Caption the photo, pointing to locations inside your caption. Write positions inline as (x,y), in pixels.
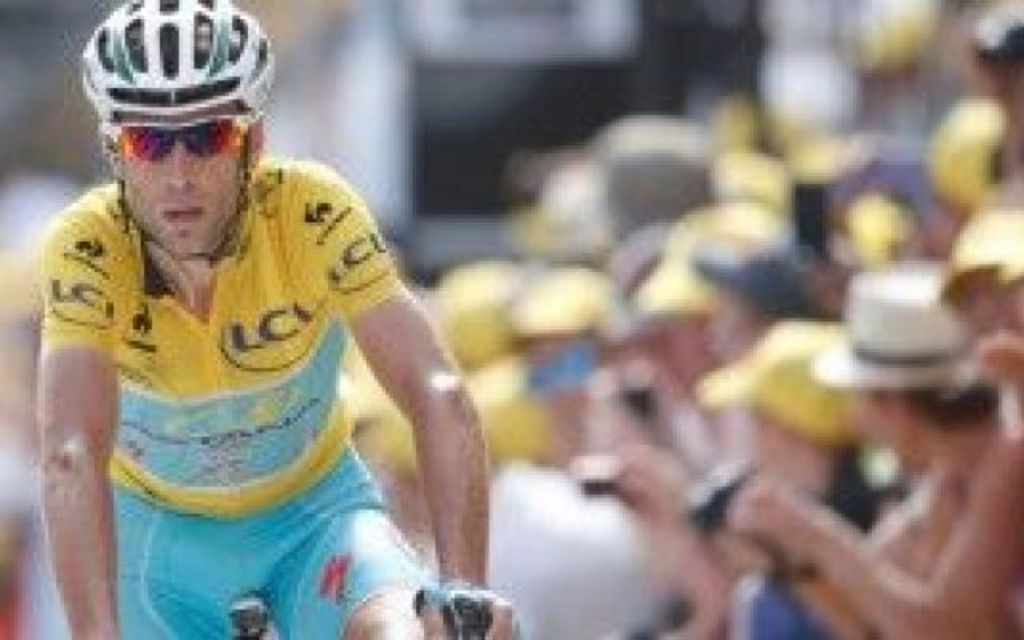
In the image can see a man (235,422) wearing clothes (229,486), goggles (191,145) and a helmet (238,88), and the man (234,456) is riding on the bicycle (259,617). This is a bicycle (456,623) and the background (713,230) is blurred.
